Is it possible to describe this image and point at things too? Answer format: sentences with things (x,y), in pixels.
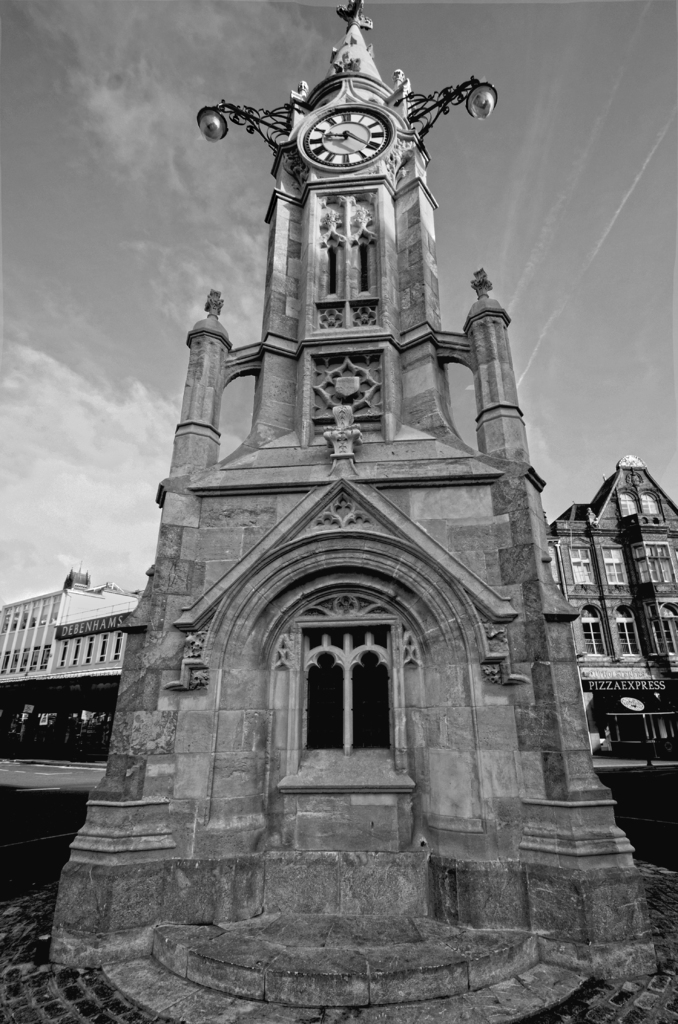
In this image at front (299,225) there is a clock tower (314,573) and on top of the clock tower (323,173) there is a wall clock (351,113). In the background (138,601) there are buildings (597,501) and sky (590,126).
